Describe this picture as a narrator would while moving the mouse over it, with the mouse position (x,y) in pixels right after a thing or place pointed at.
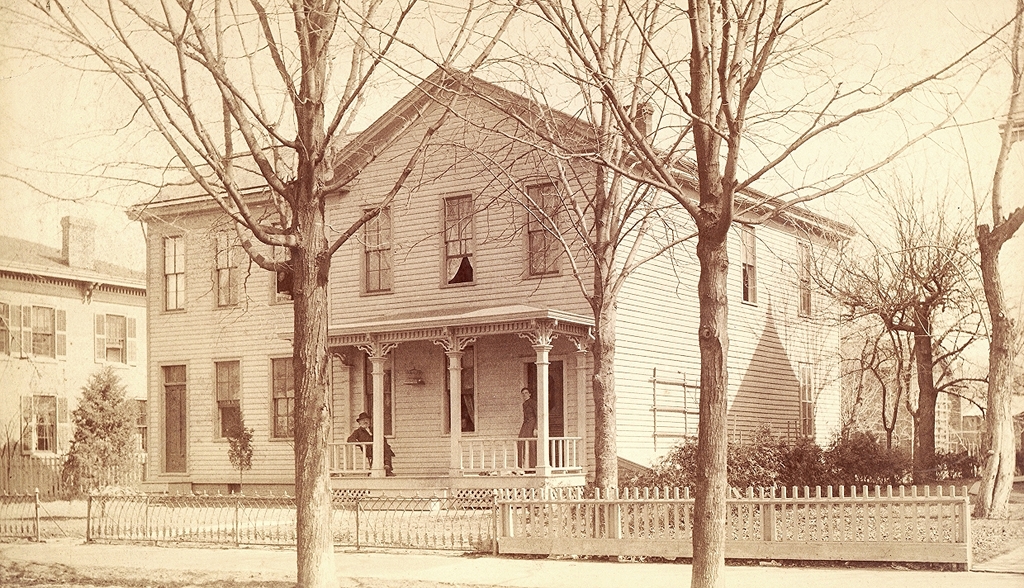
In the foreground of the picture (994,567) there are trees (307,552), path (153,547) and railing (610,490). In the center of the picture (556,376) there are plants (744,465), trees (102,419), houses (135,409), people (536,427), windows (366,383), doors (167,443) and a chair (359,457). Sky (55,87) is clear and it is sunny.
